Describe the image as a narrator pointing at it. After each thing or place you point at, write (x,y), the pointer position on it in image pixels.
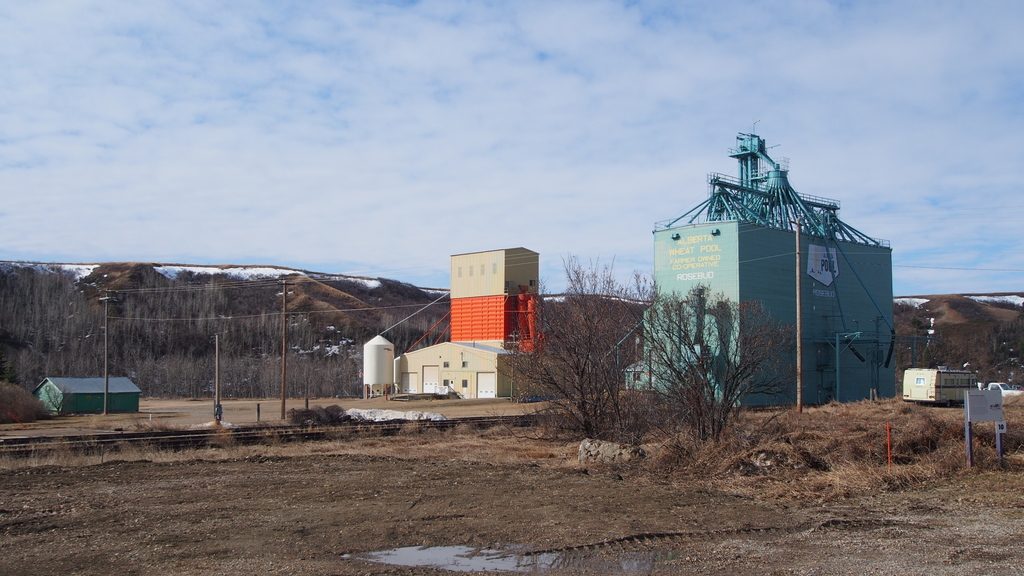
In this picture i can see buildings (461,385), trees (543,381), poles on which wires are attached, grass (514,454) and water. On the right side (992,397) i can see a board (968,411). In the background (207,320) i can see sky (173,261) and hills (249,289).
